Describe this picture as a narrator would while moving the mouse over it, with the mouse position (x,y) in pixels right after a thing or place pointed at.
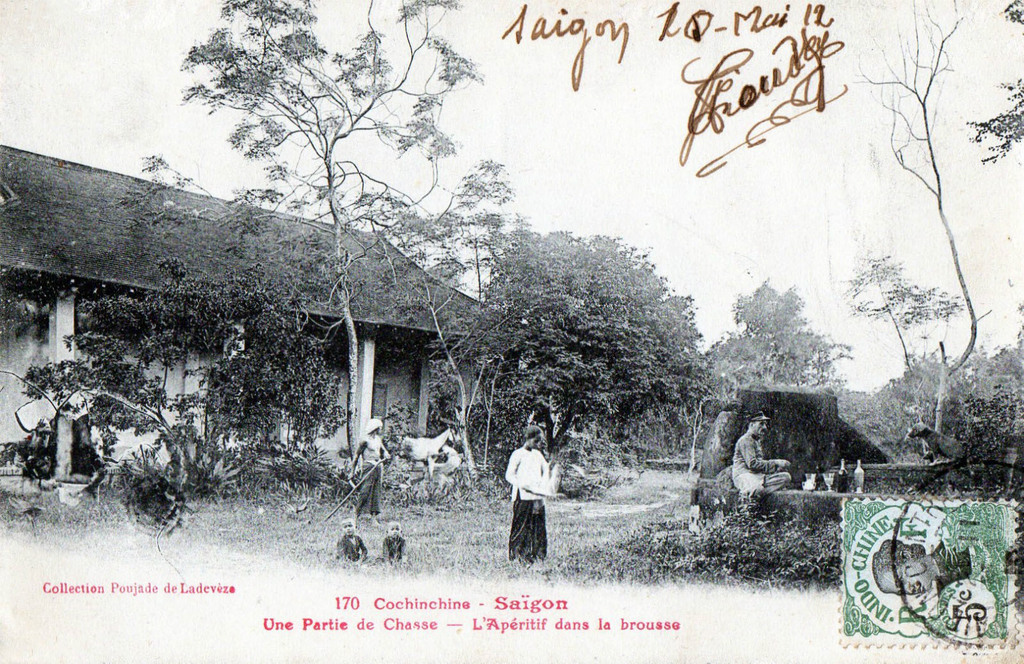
In this image we can see a photo (522,261). In the photo (513,358) we can see a house (396,294), trees (642,367), an animal (430,447), people (740,458) and some other objects (816,433). At the top of the image (696,70) there is the sky (162,70). On the photo (604,140) something is written, and there is a stamp (896,567) on it.
